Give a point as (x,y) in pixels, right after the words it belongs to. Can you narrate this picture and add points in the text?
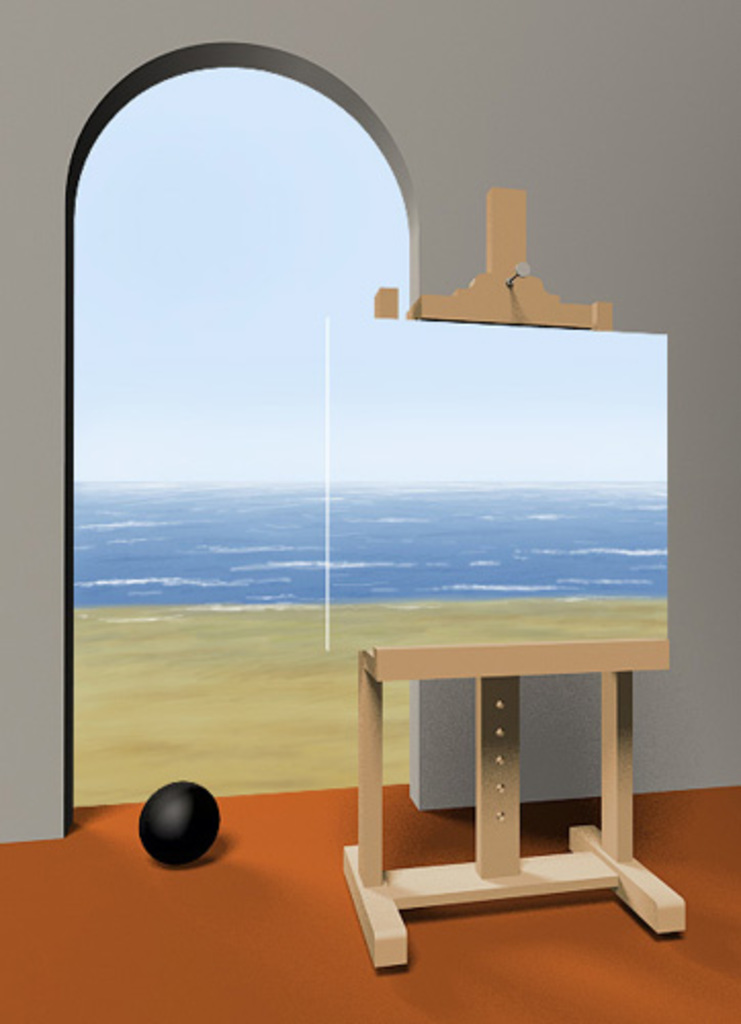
This image is an animated image. At the bottom of the image (269,957) there is a floor (462,978). In the background (584,115) there is a wall (73,787) with a door (73,345) and there is a sea (306,565) and a ground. On the right side of the image (560,525) there is a wooden stand (365,806) with a board (477,622) and a painting (467,608) on it.
